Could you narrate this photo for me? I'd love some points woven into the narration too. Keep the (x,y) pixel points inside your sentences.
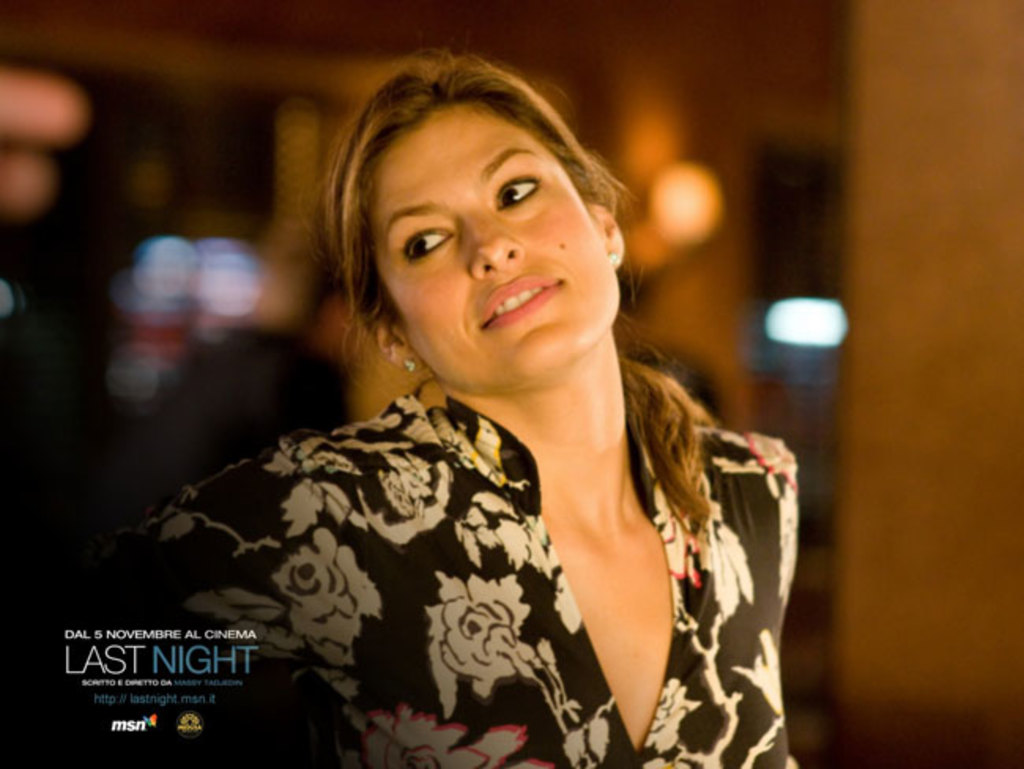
Background portion of the picture is blurry and we can see the lights (846,324). In this picture we can see a woman (662,581). In the bottom left corner of the image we can see the information (243,660).
